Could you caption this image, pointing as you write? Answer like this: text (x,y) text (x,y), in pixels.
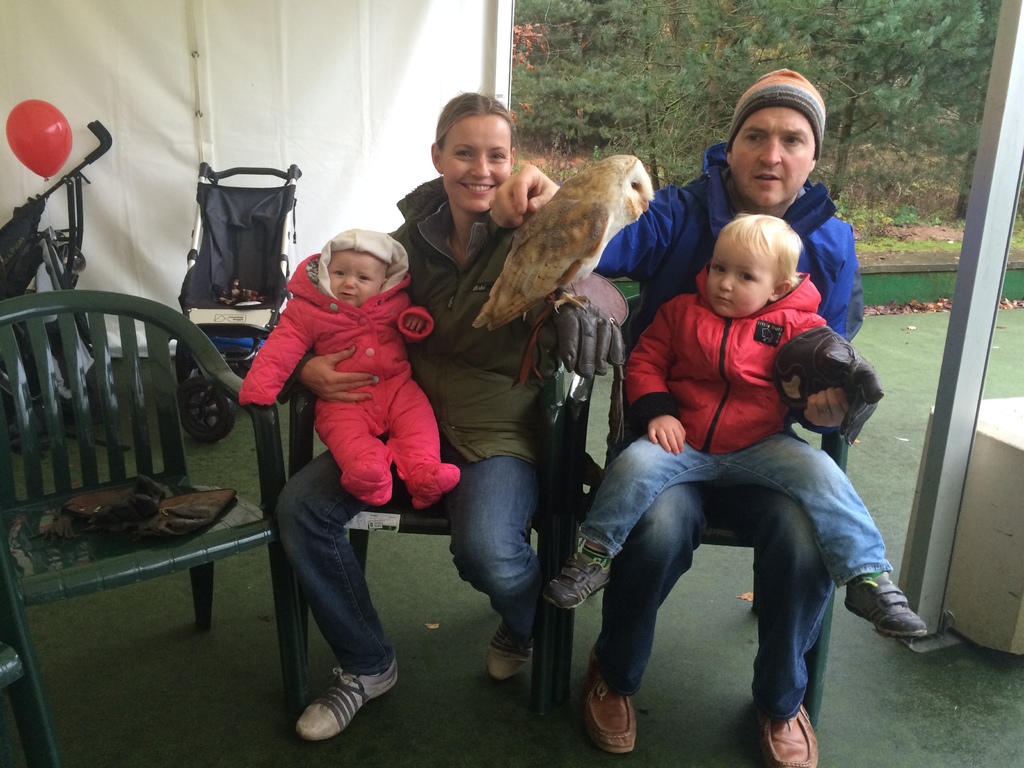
In this picture there are two people (450,436) sitting and holding the kids (373,497) and there is an owl (631,161) on the woman hand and there are chairs (76,552) and there is an object (1005,480) and there is a balloon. At the back (295,100) there might be wall (282,95) and there are trees (722,125). At the bottom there is ground (892,450).
